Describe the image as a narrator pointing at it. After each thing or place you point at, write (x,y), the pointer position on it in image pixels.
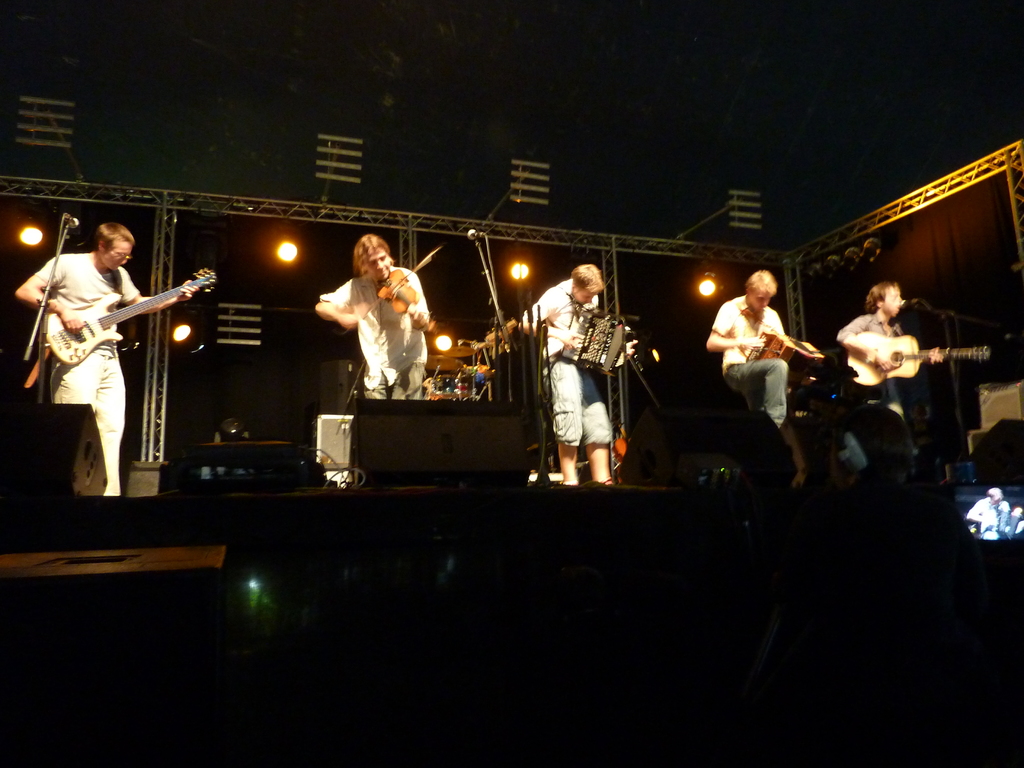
At the top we can see lights (712,292). Here we can see men (747,378) standing in front of mics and playing musical instruments (868,339) on the platform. At the right side of the picture (994,518) we can see a screen (977,520).
